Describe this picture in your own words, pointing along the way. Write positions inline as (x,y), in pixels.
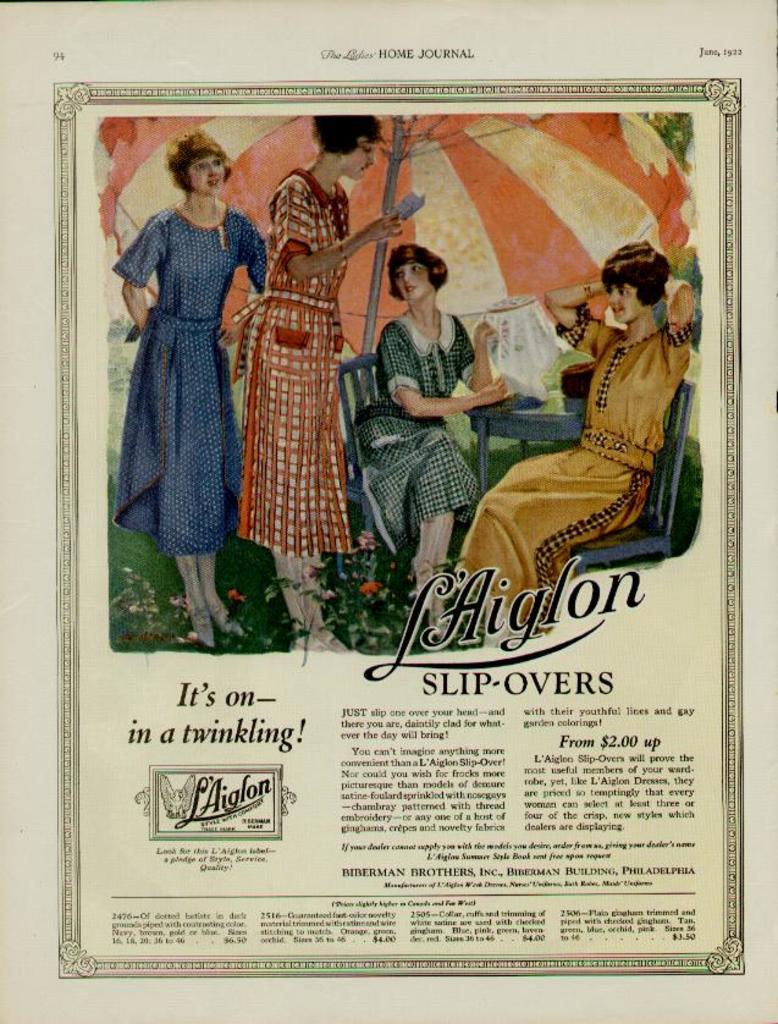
In this picture we can see a paper (62,726) and on the paper (55,749) there is a picture (392,459) of four women (306,417). Two women (223,469) are standing and other two women (431,455) are sitting on the chairs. Behind the women (389,466) there is an object (463,204) and on the paper (322,739) it is written something.
